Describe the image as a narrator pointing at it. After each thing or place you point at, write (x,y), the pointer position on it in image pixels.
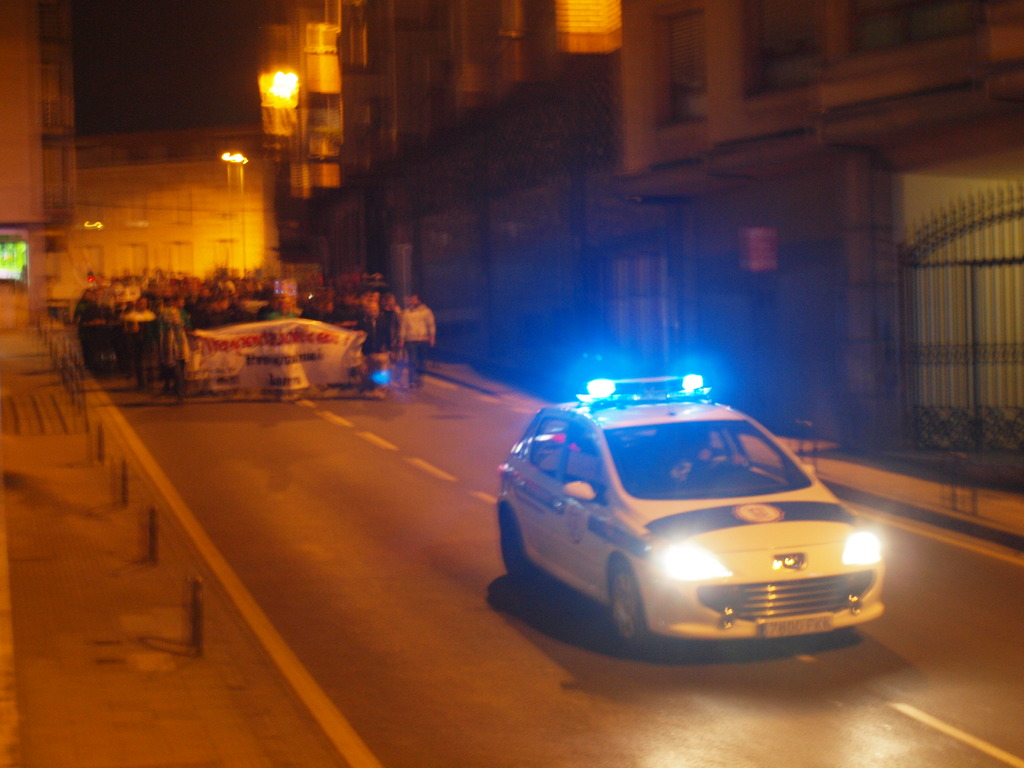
At the bottom of the image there is a vehicle (594,399) on the road (1008,605). At the top of the image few people (416,324) are walking and they are holding some banners (335,373). Behind them there are some buildings (640,276).
